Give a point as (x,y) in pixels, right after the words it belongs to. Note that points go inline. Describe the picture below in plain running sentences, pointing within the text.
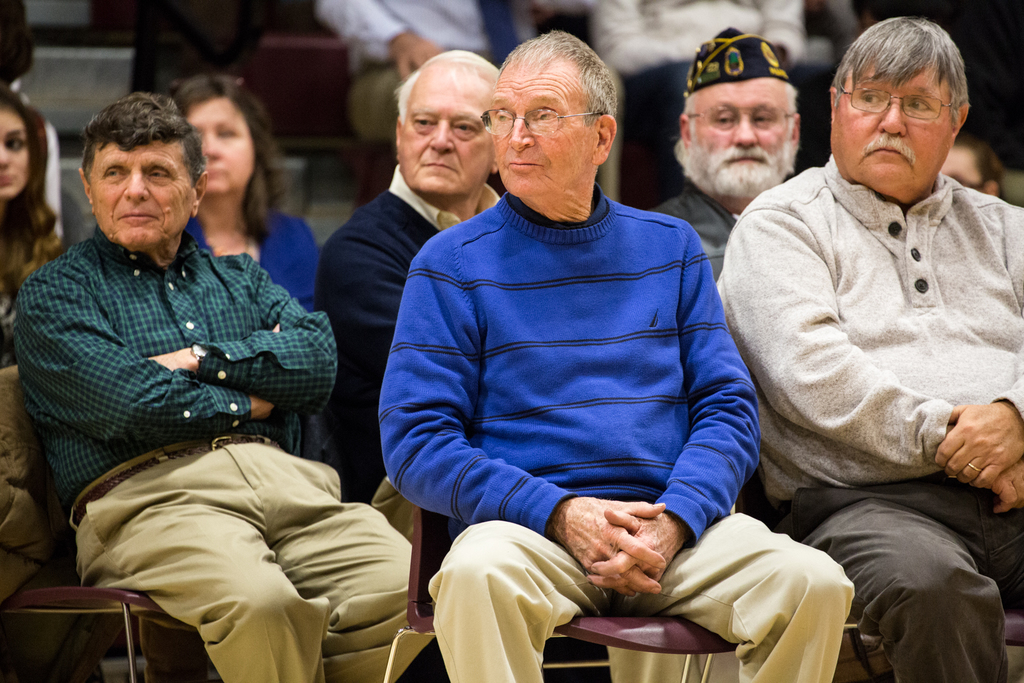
In this picture we can see a group of people (626,363) sitting on chairs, some people (623,365) are wearing spectacles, one person (714,273) is wearing a cap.
